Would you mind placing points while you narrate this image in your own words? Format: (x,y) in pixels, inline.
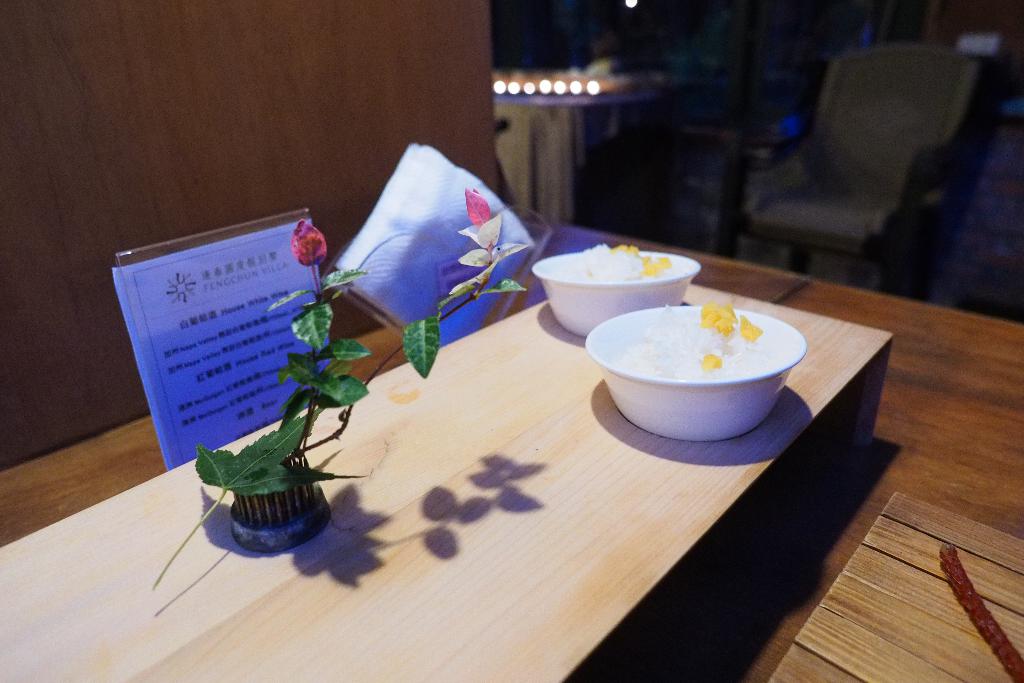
Bottom of the image (664,605) there is a table (939,436) on the table (740,275) there are two bowls (653,258). In the middle of the image (346,354) there is a plant (485,256). Top right side of the image (920,178) there is a chair (954,71).
